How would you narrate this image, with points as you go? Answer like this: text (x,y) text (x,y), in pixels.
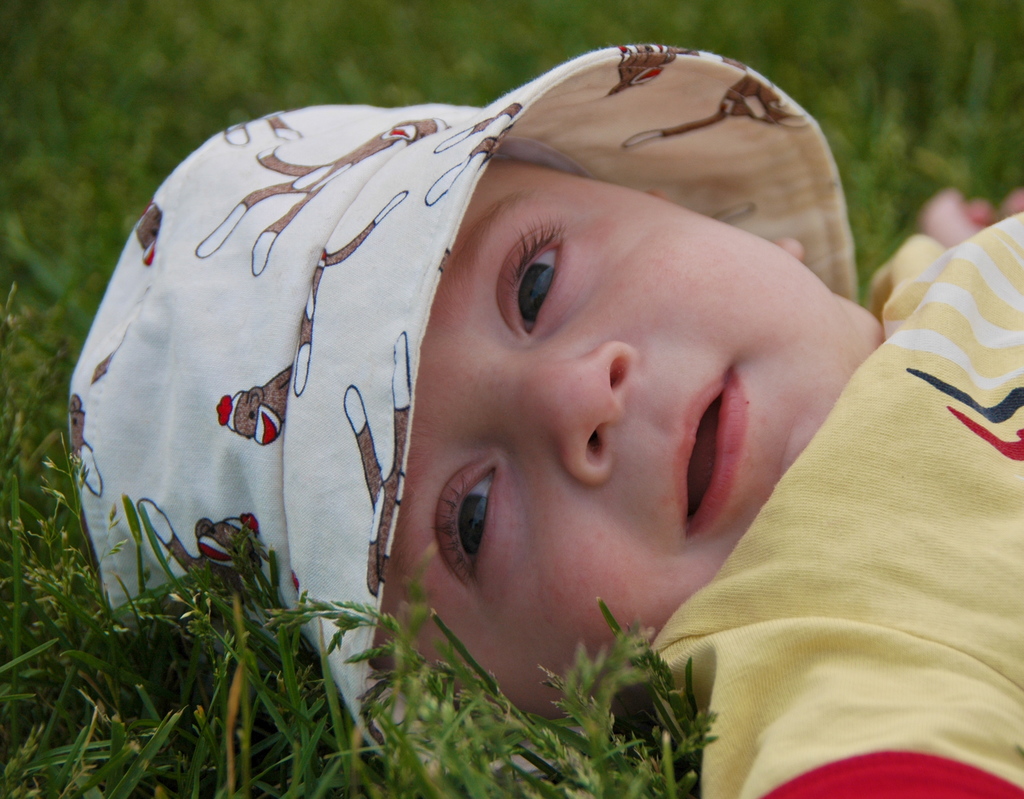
In the picture we can see a small baby (622,521) lying on the grass surface (456,739) and the baby (888,368) is with yellow T-shirt (1004,604) and white color hat (177,529) with some designs (200,543) on it.
